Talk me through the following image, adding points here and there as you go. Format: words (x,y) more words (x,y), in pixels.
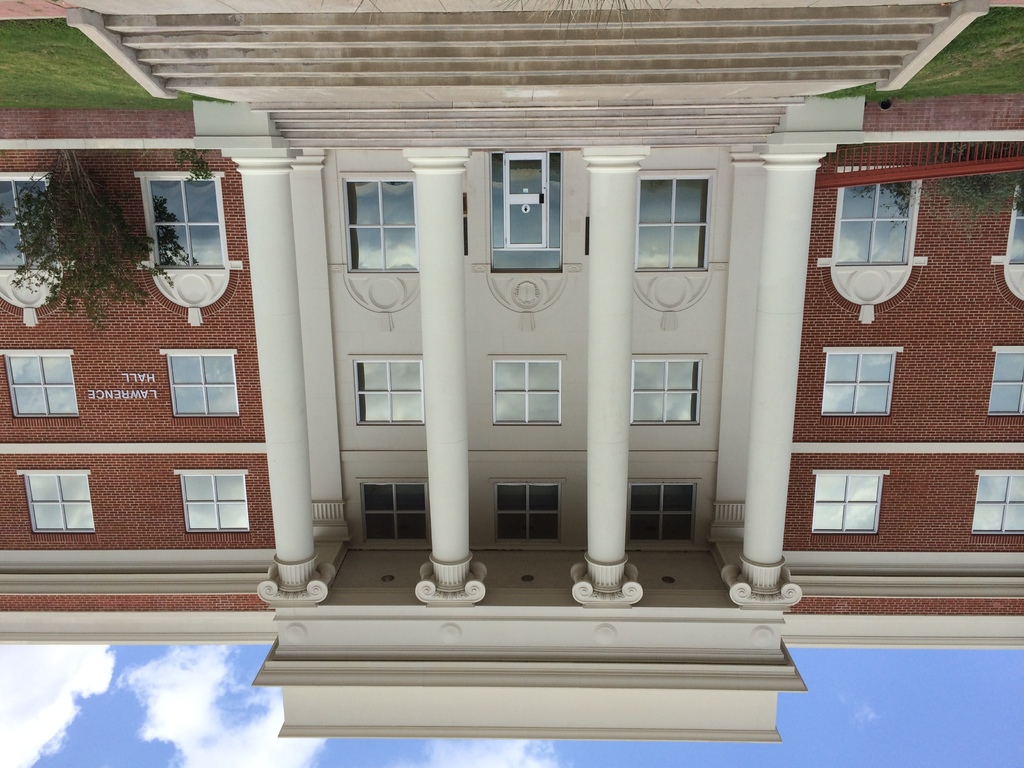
In the picture we can see a building (544,639) with pillars (471,574) and which is white in color and besides, we can also see a building walls (917,375) which are in the brick design and red in color and in the background (826,683) we can see a sky (212,720) with clouds (178,749).
